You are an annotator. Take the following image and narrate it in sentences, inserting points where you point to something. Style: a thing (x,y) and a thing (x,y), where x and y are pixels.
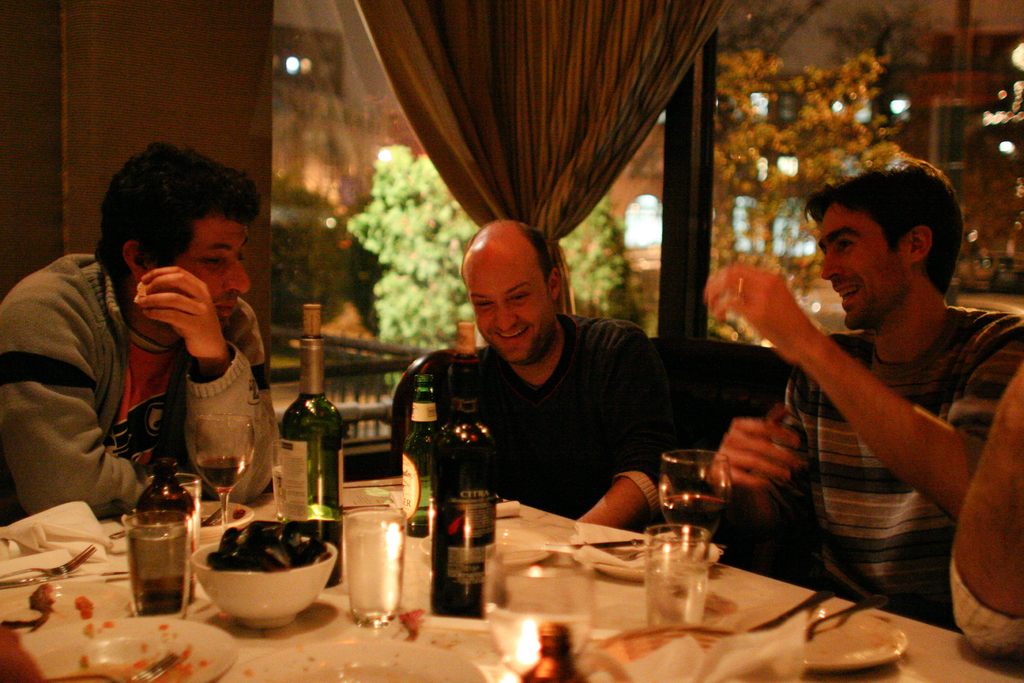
These three persons (146,368) are sitting on chairs (713,396). In-front of this three persons (532,306) there is a table (777,600), on a table (773,616) there is a bowl (260,577), glass (391,539), bottles (421,443), plates (68,654), basket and fork (70,561). Far there are plants (870,123). This is curtain (568,123). These two persons (564,343) holds smile.
